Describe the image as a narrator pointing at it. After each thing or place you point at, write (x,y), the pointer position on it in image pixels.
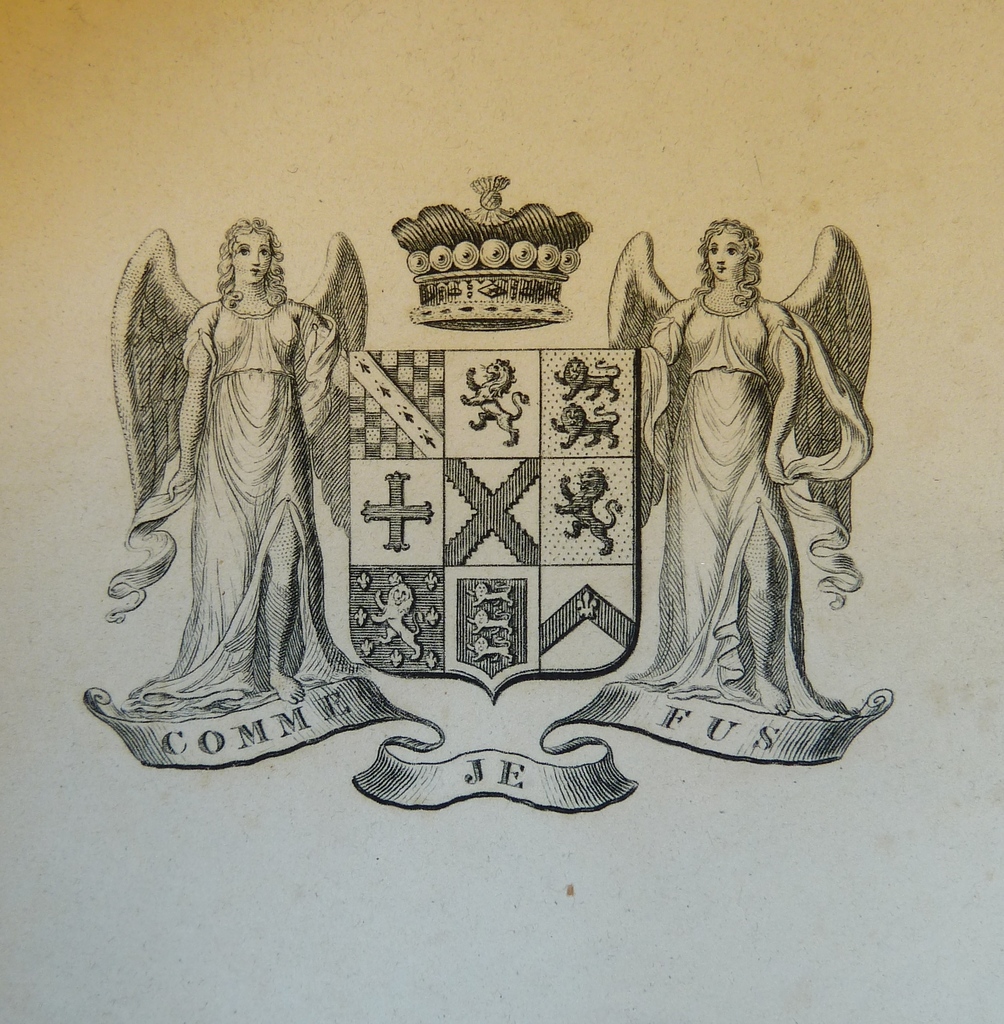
In this image, we can see some sketch (401,604) on the white surface (902,966). Here we can see two people (755,465), crown (505,278), few symbols (565,604).
